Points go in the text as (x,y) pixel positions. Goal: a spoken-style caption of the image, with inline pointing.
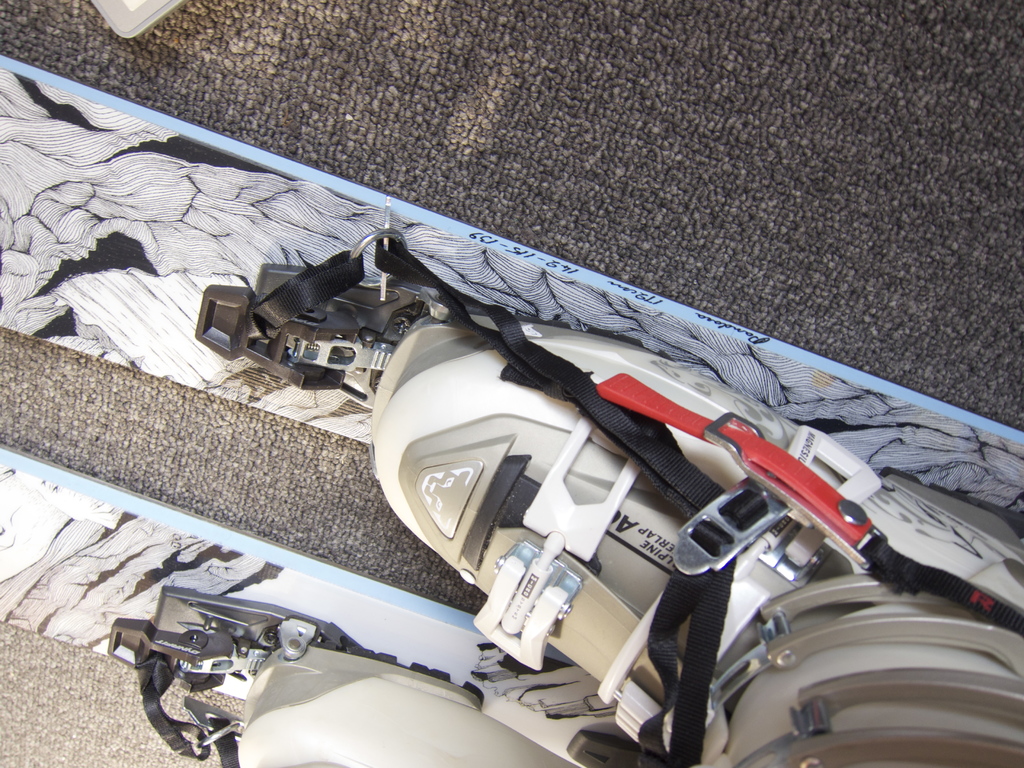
In this picture there are skis (288,414) on a mat (60,707). At the top (129,24) there is an object (129,17).
